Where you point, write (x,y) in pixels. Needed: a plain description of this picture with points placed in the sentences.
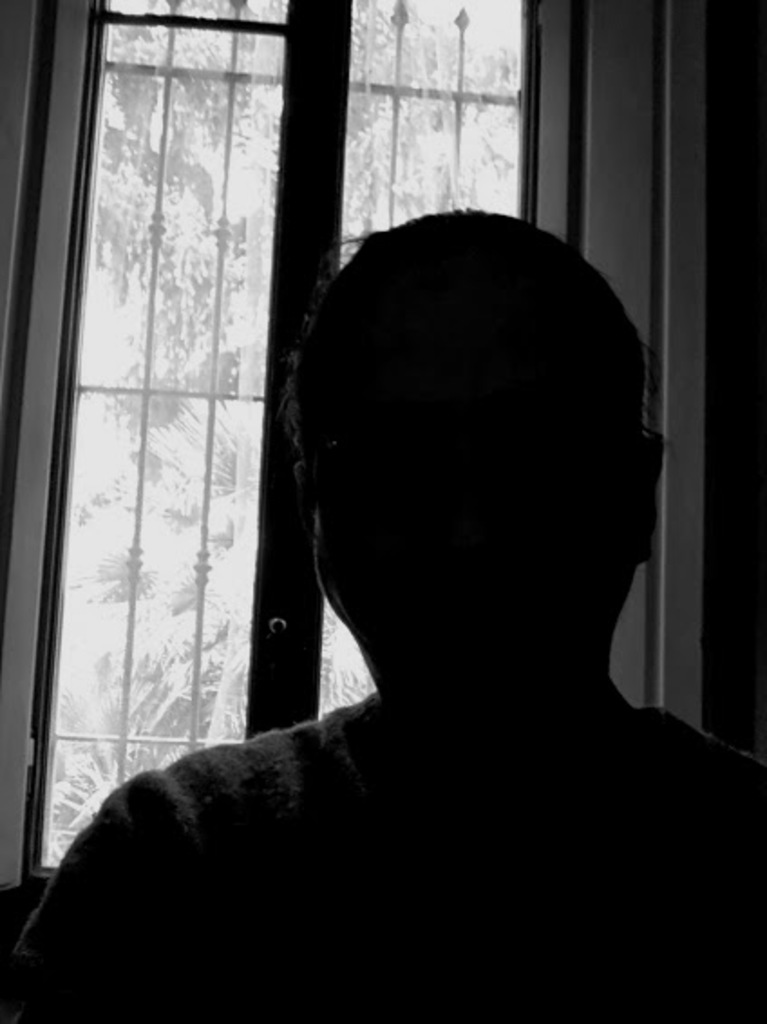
Here in this picture we can see a person (325,744) present over there and behind him we can see a window (364,87) present, through which we can see trees (181,275) over there.
